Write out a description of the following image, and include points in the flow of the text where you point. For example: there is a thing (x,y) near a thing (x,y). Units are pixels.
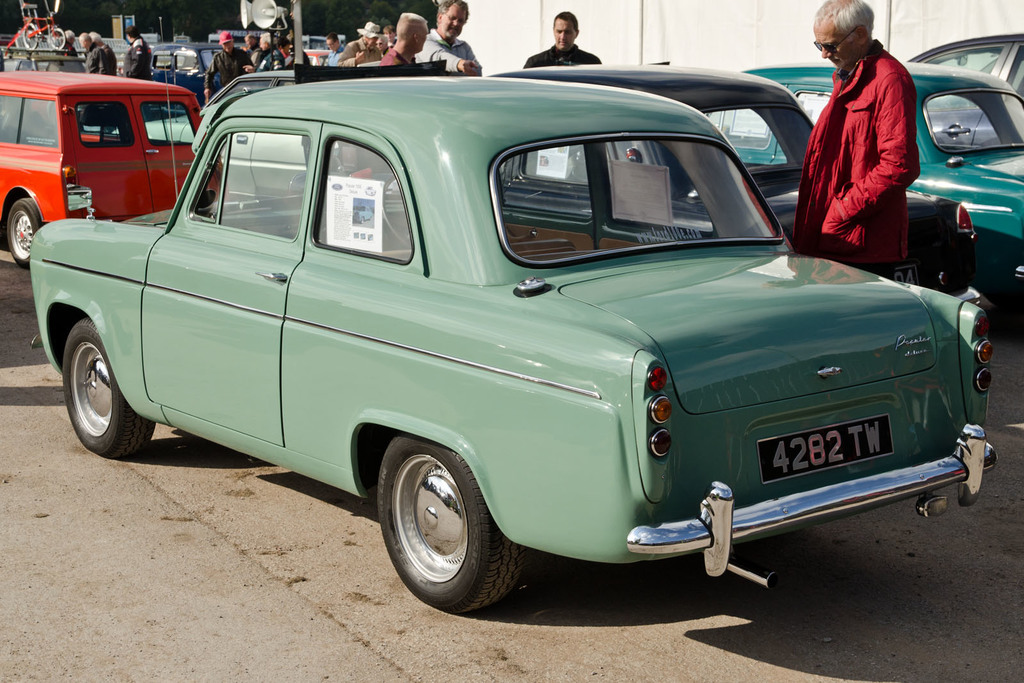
This picture shows few cars (257,189) parked and we see few people (366,58) standing and we see papers (378,212) sticked to the glass (398,232) of the car (620,223) and we see speakers (256,22) and a bicycle (18,44) and we see a white color wall (752,48) on the side.
